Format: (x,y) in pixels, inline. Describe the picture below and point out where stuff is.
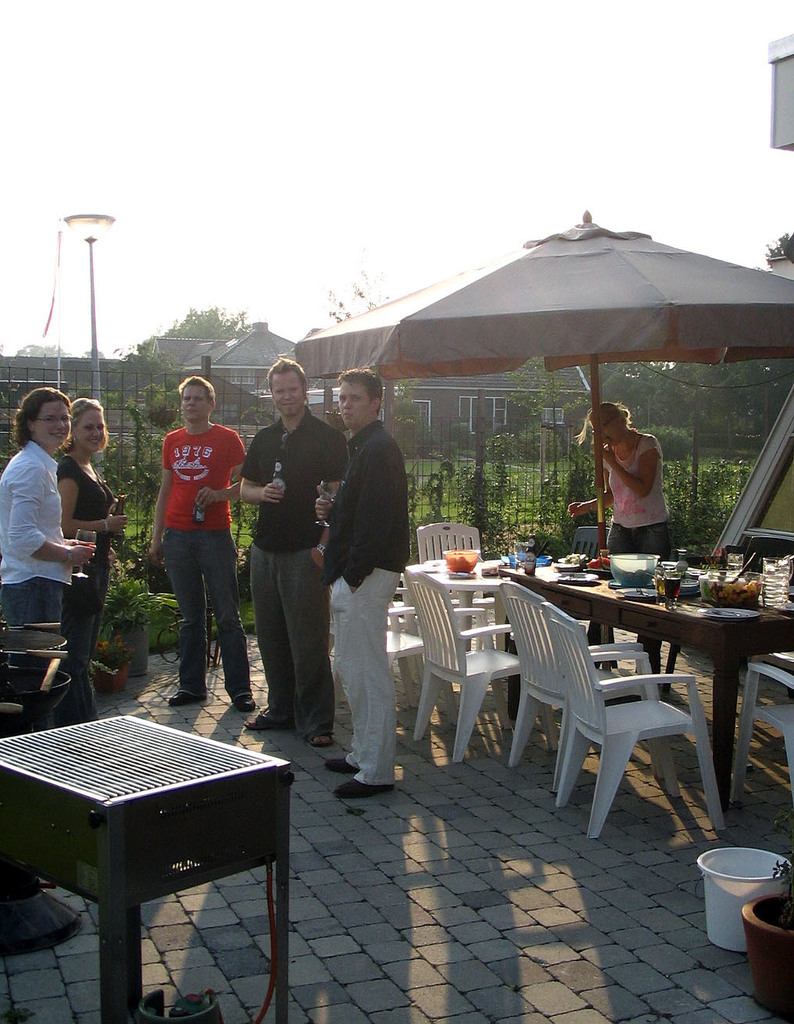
This picture is taken in a garden (140,491) where a group of persons (354,504) are standing. At the right side (652,483) woman (645,476) is standing and looking at the table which is in front of her. On the table (635,577) there are food (601,566), bowl (641,582), jar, there are empty chairs (454,630). There is a tent (622,292). In the center (321,508) there are three persons (322,511) standing. At the left side (71,488) woman (80,502) standing is having smile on her face (92,439). In the background (208,331) there are trees (218,329), light pole (93,231), sky (352,112). In the front (757,914) there is a plant pot (771,936) and a white bucket (727,887). At the left side (174,837) in the front (171,805) there is a stand (150,805).
